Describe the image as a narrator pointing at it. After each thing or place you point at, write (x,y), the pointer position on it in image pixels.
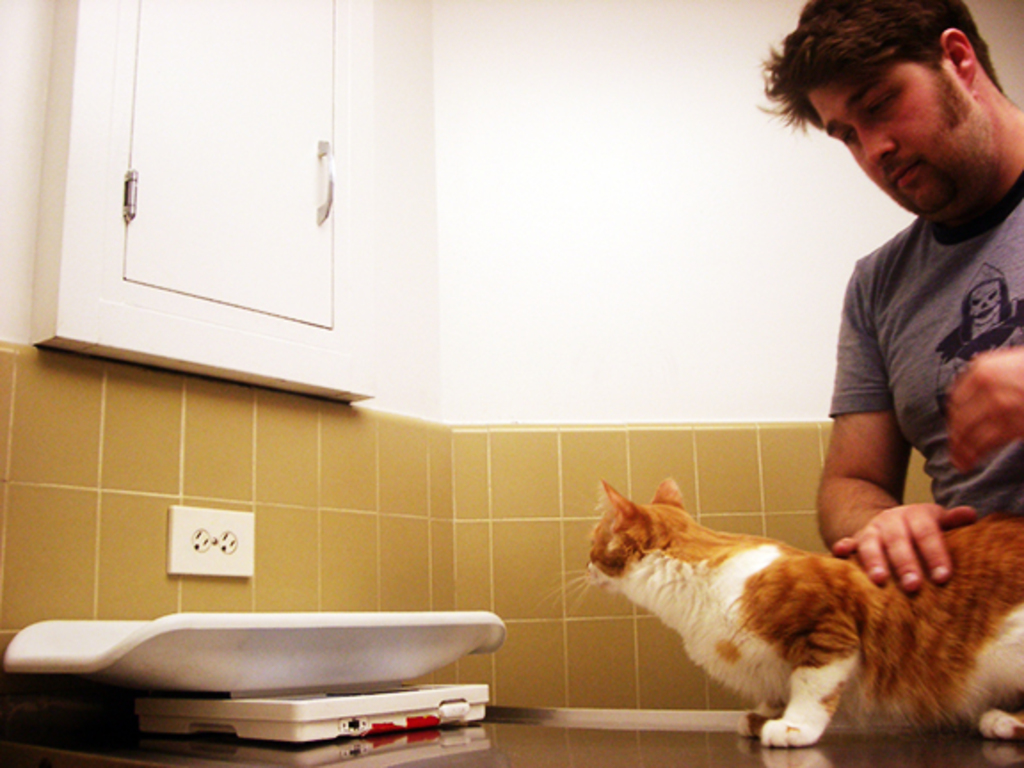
In this picture, there is a cat (760,624) on the desk (661,741). There is a man (923,382) who placed his hand (890,544) on the cat (939,597). In the background (186,272) there is a cup board door (261,203) and a wall (461,526) here.
